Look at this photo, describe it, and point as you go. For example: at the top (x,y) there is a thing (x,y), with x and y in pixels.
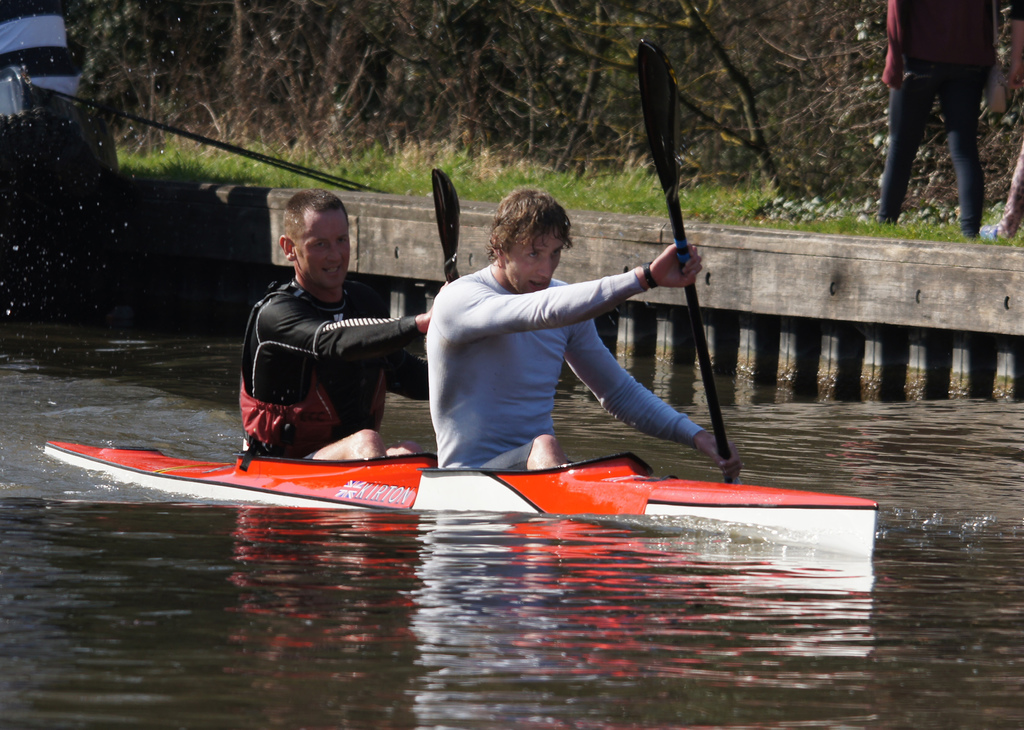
In this image, I can see two people (504,375) sitting in the kayak boat (528,508), which is on the water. They are holding the paddle (721,455) and rowing the boat (749,494). This looks like a wooden platform (717,246). I can see a person (951,79) walking. This is the grass (527,172). In the background (311,34), I can see the trees (558,26).
